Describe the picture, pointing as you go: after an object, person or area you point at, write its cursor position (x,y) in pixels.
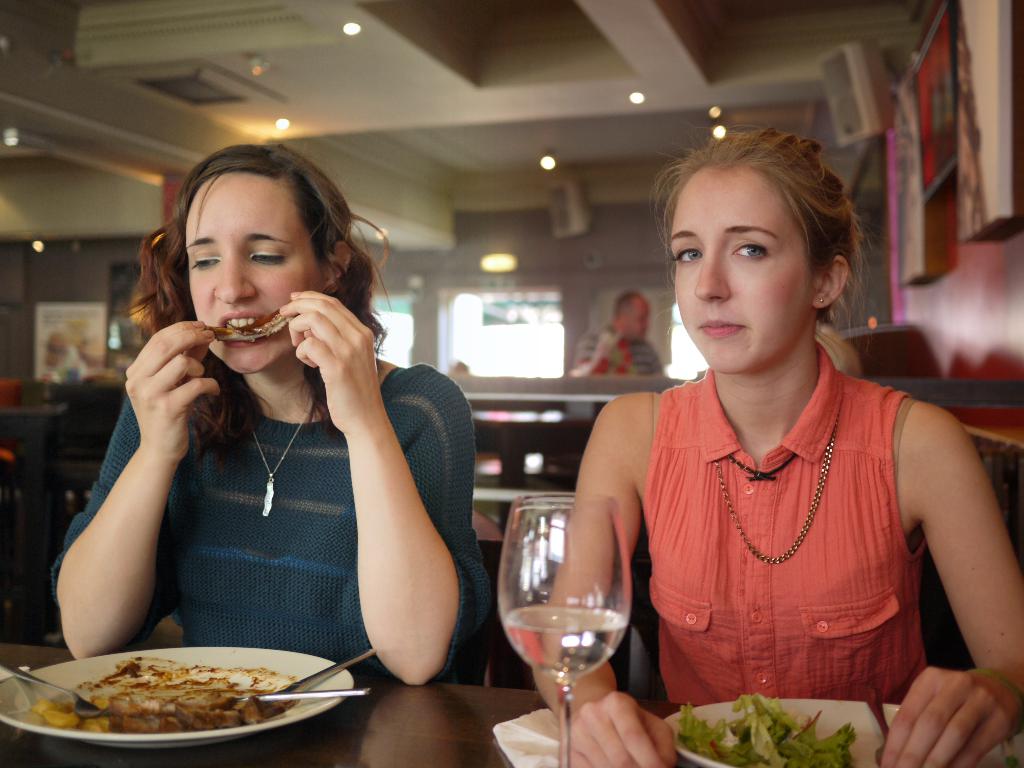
In the image there is a table (493,732) in the foreground (324,717), on the table (404,695) there are some food items (218,722) and a glass (508,571). Behind the table (414,749) there are two women (356,442) and the first woman (259,401) is eating and the background of the woman (325,355) is blur.
